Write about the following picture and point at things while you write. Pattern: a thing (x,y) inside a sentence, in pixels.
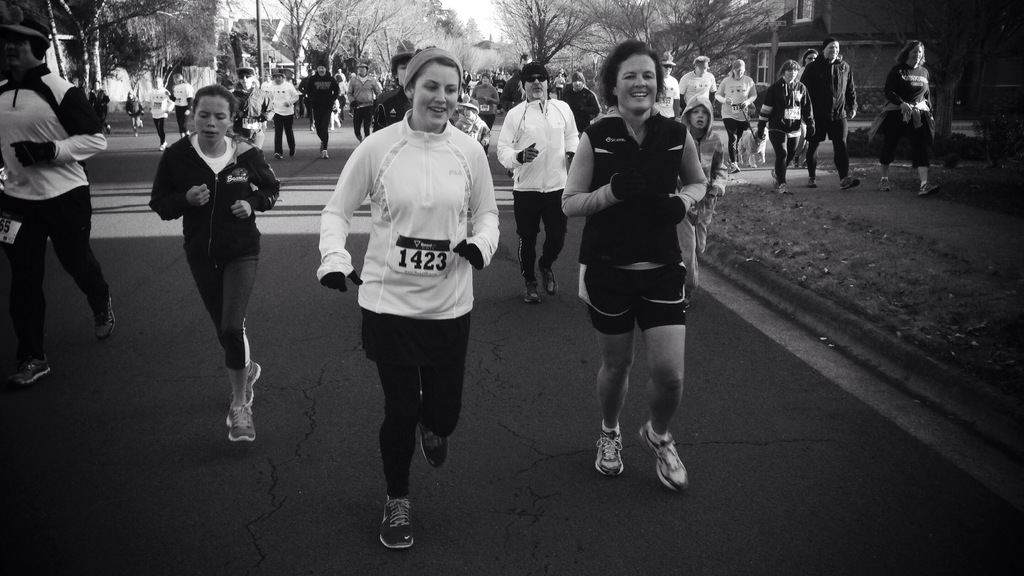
This picture shows few people (230,88) running on the road (328,313) and we see trees (316,30) and houses (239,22) and we see a woman (415,159) and a man (28,114) wore caps (421,65) on his heads (410,91).
